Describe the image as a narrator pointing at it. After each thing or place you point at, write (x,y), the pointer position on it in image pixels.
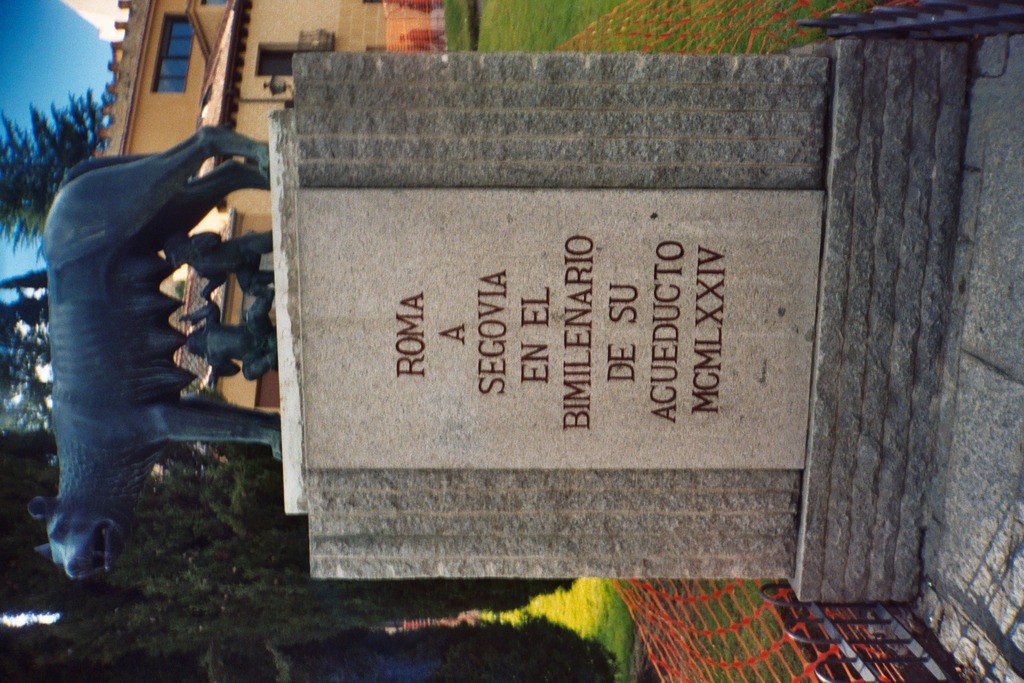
In this image I can see a stone (486,447) in the centre (344,329) and on it I can see few sculptures (127,264). On the stone (273,207) I can see something is written and both side of it I can see red colour net (799,4). In the background (436,637) I can see a building (338,24), number of trees (144,648), grass ground (517,26) and the sky (65,40).
